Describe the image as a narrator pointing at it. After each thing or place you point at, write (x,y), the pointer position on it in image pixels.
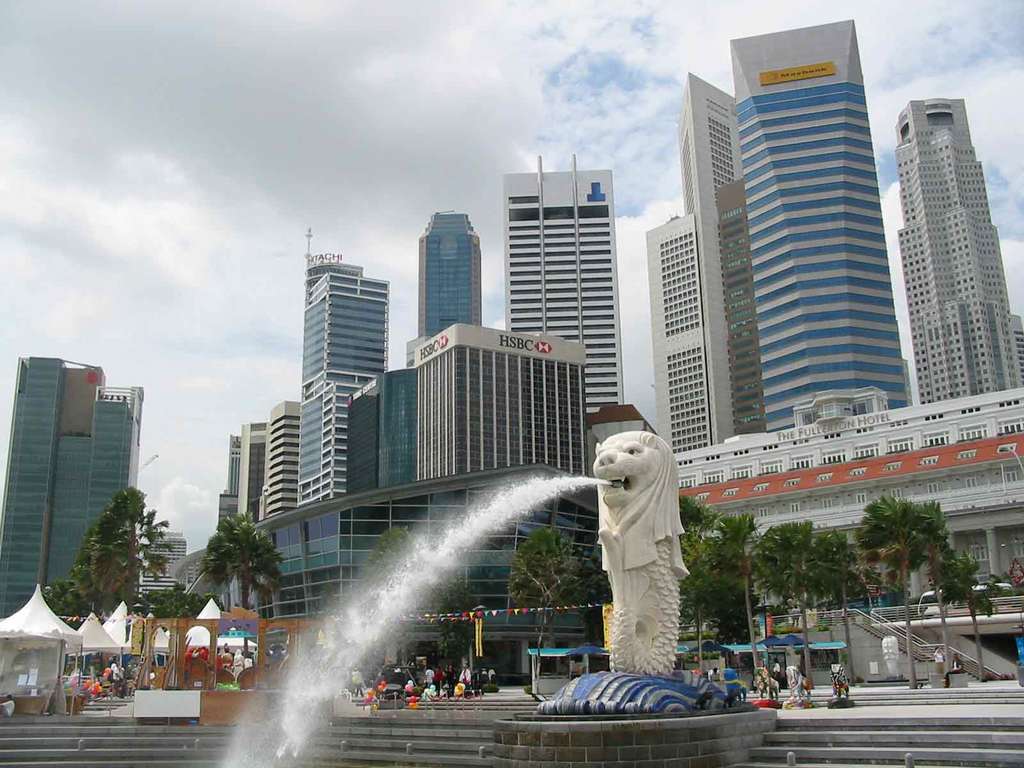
In this image I can see few stairs (827,723), the fountain (614,706) which is in the shape of an animal, few tents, few trees (116,587), few vehicles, few statues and few buildings (429,358). In the background (395,140) I can see the sky (117,91).
